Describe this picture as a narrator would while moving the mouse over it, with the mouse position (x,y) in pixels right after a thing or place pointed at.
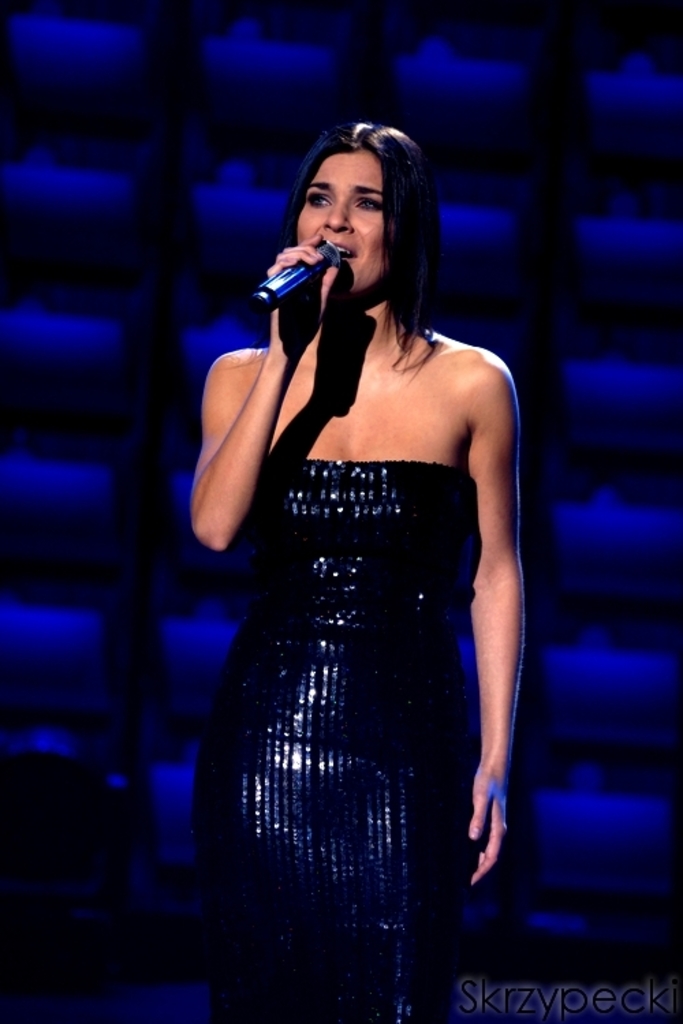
This image consists of a lady (429,273) standing and singing a song in mike (294,278). The background (75,446) is black and blue in color. At the bottom right (660,1003) a text (651,1005) is there. This image is taken inside a stage (28,612).
